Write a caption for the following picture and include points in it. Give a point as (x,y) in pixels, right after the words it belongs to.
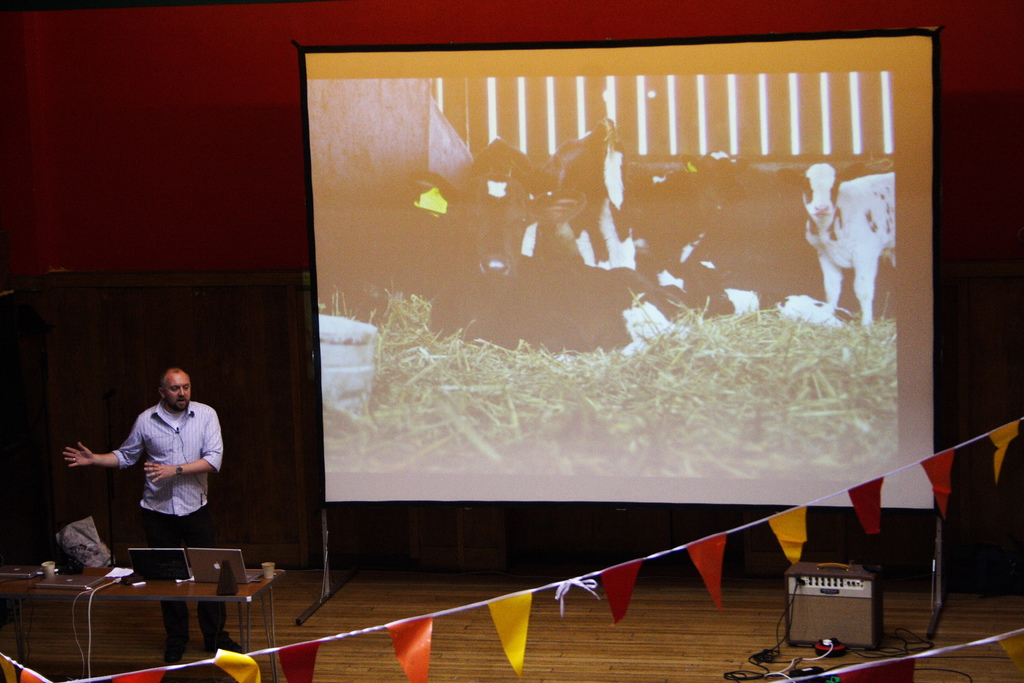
This picture is of inside. On the left (199,422) there is a man (167,428) wearing blue color shirt (186,437), standing and seems to be talking, in front of him there is a table (216,596), on the top of which laptops (157,560), a bag (100,555) and glasses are placed. On the right (821,621) there is a speaker (818,609) placed on the ground (734,645). In the center (655,281) we can see a projector screen (657,193). In the background (230,58) we can see a wall (517,18).
